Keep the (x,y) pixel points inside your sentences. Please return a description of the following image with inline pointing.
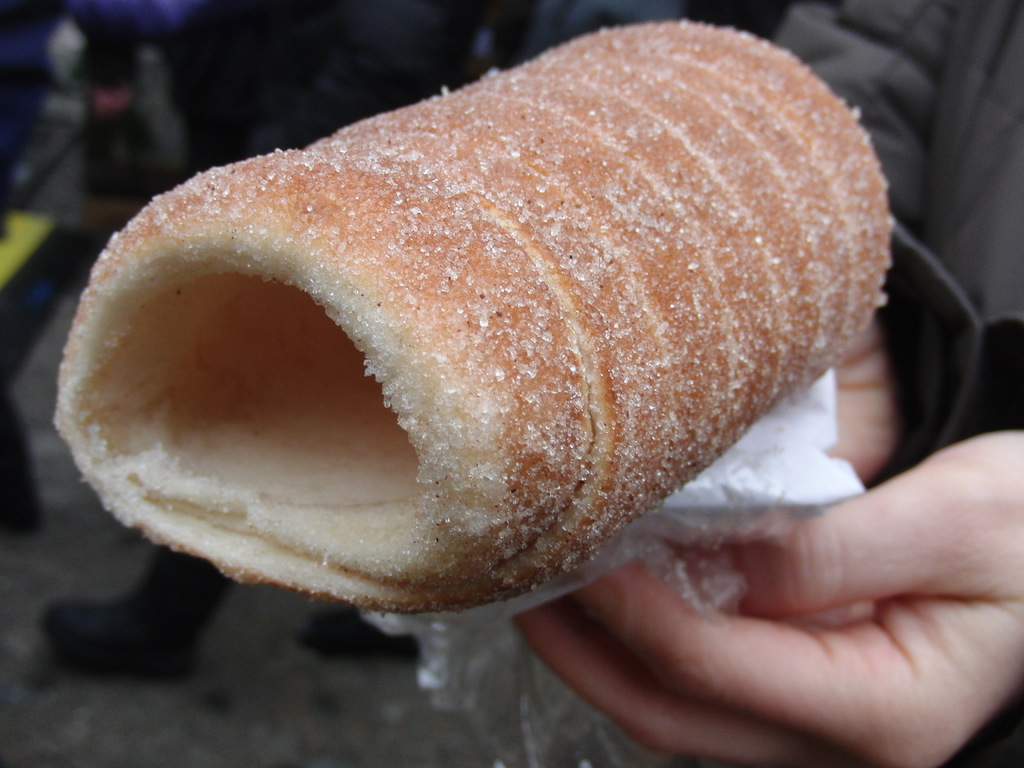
In this image, we can see a human hands (924,552) with tissue (578,573). Here we can see food (595,427). Background (31,110) there is a blur view. Here we can see few people (262,73) on the road (290,704).
